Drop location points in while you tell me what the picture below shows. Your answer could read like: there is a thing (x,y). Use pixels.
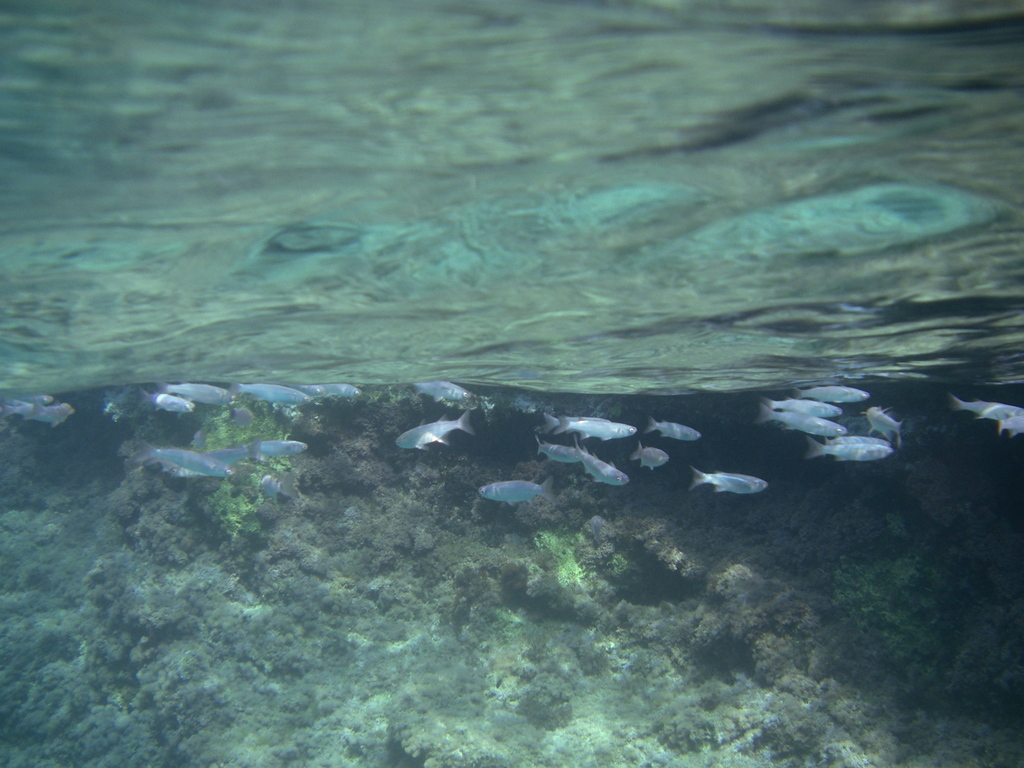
In this picture, we can see water (640,299), fishes (786,404), ground (415,413), and water plants (533,569).
